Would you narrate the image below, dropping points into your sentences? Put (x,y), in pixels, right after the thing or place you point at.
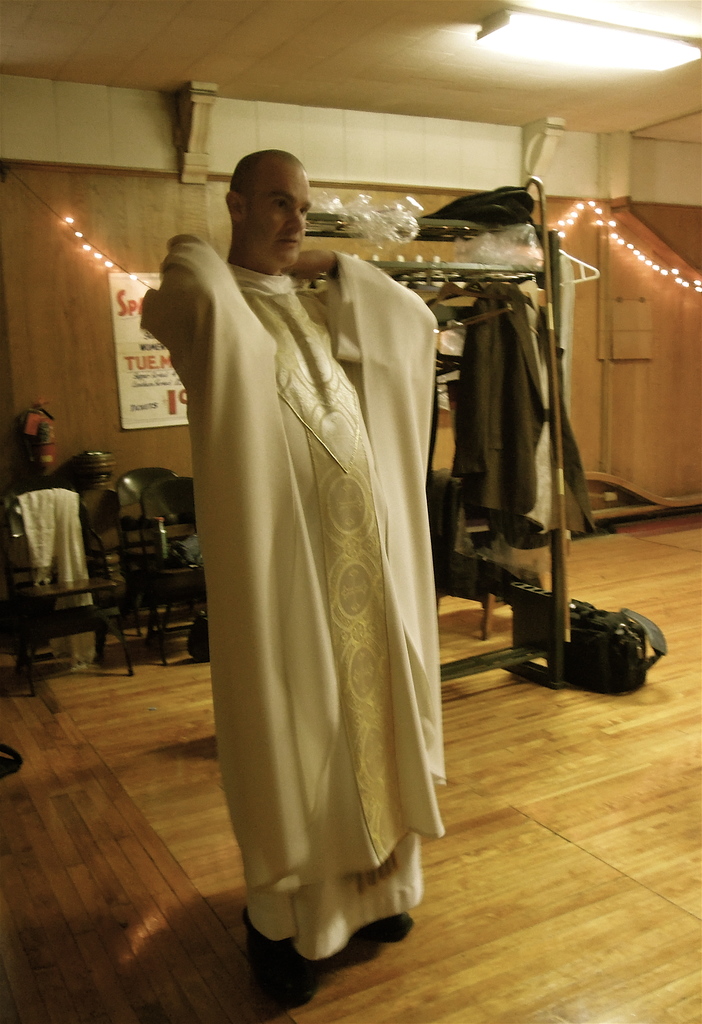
There is a person (231,472) wearing a white dress (292,598). In the back (103,544) there are chairs (168,509). Also there is a stand (449,274) with hanger (461,292) and dress (514,403). On the floor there are bags (573,617). In the back (670,299) there is a wall (47,232) with light decorations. On the wall (658,299) there is a poster (163,386) and a fire extinguisher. On the ceiling (534,62) there is light (551,55).
